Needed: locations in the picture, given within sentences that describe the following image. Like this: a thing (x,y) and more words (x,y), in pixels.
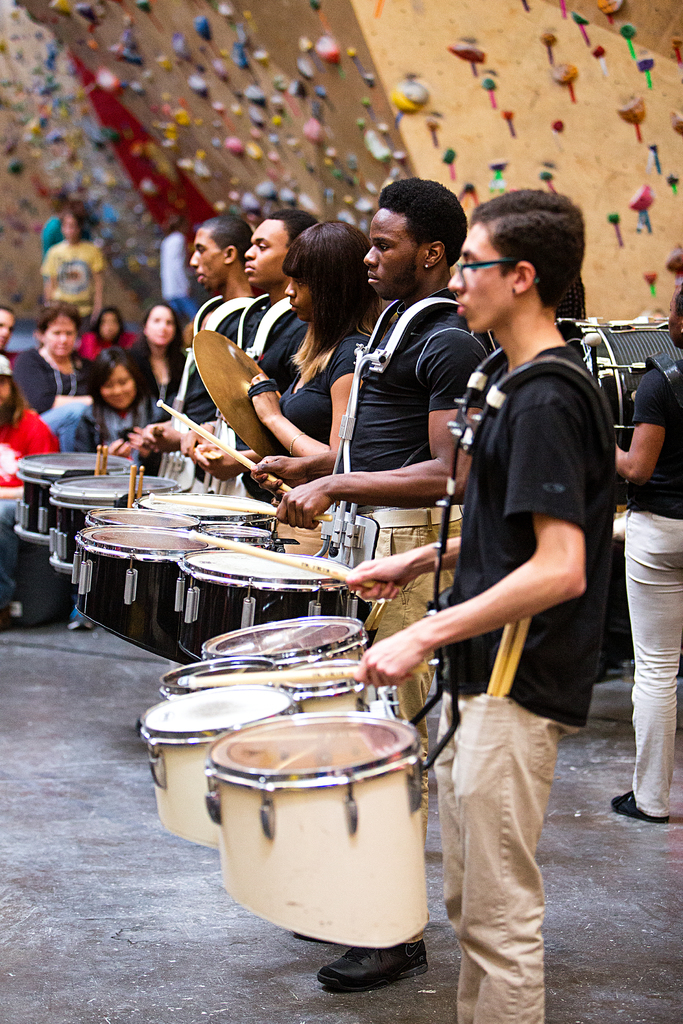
Here we can see a five people (462,903) who are playing drums (218,777) and cymbals (200,362). Here we can see a few people (160,372) who are sitting and watching these people (252,329).
